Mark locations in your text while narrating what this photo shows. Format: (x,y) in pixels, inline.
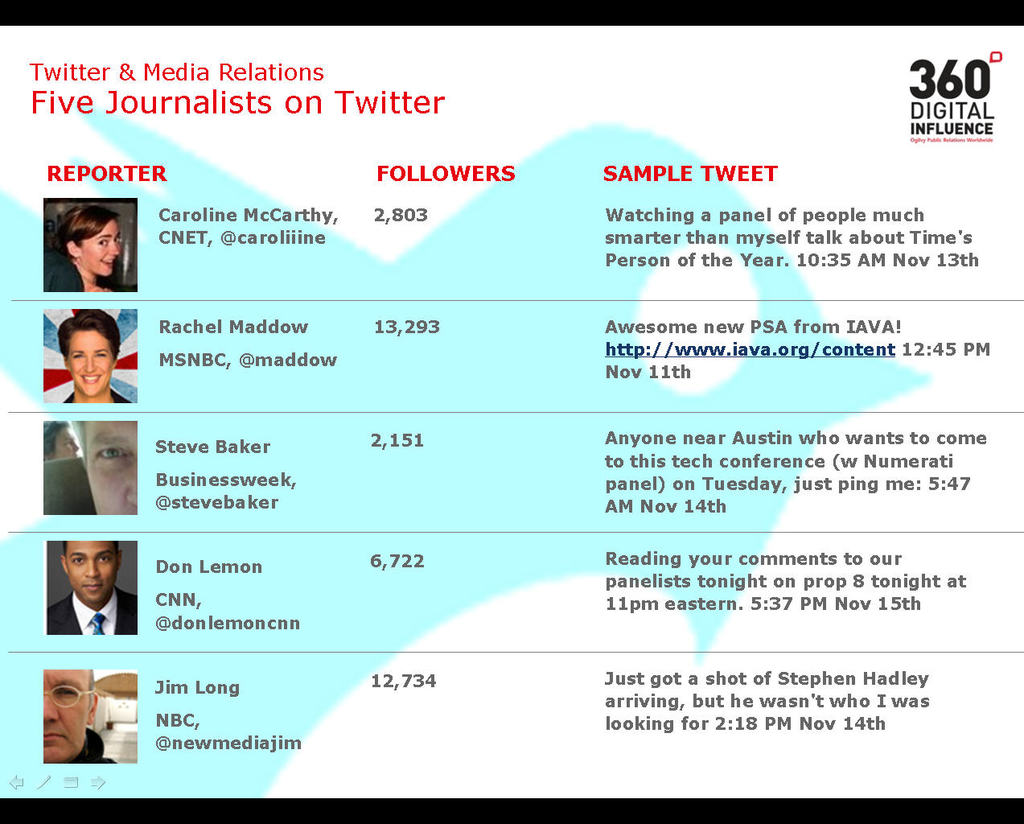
In this image I can see the screenshot (454,439). I can see the few pictures (134,262) of the persons (112,329) and something is written on it. Background (153,544) is in white and blue color.
